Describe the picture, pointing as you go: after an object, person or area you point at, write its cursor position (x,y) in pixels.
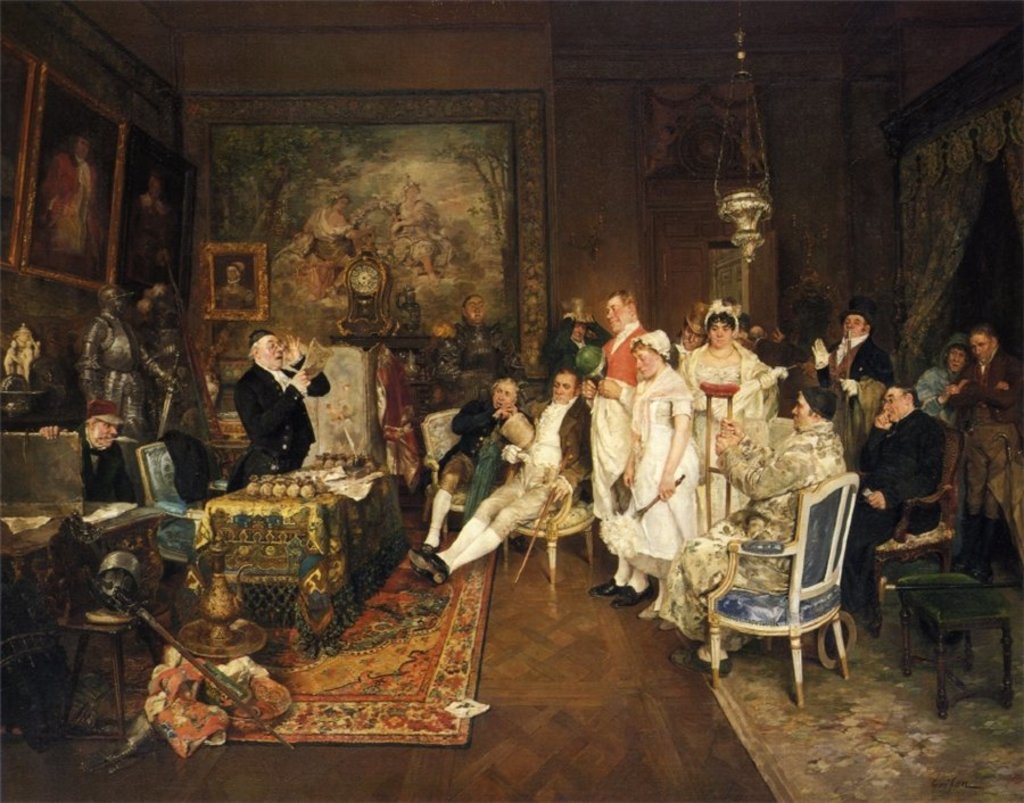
Here we can see a painting (774,439), in this painting (747,444) we can see some people (607,416) standing and some people (574,425) sitting, there is a chair (817,589) on the right side (798,591), we can see a mat (426,693) at the bottom (440,670), there are photo frames (250,279) on the left side (148,230).
